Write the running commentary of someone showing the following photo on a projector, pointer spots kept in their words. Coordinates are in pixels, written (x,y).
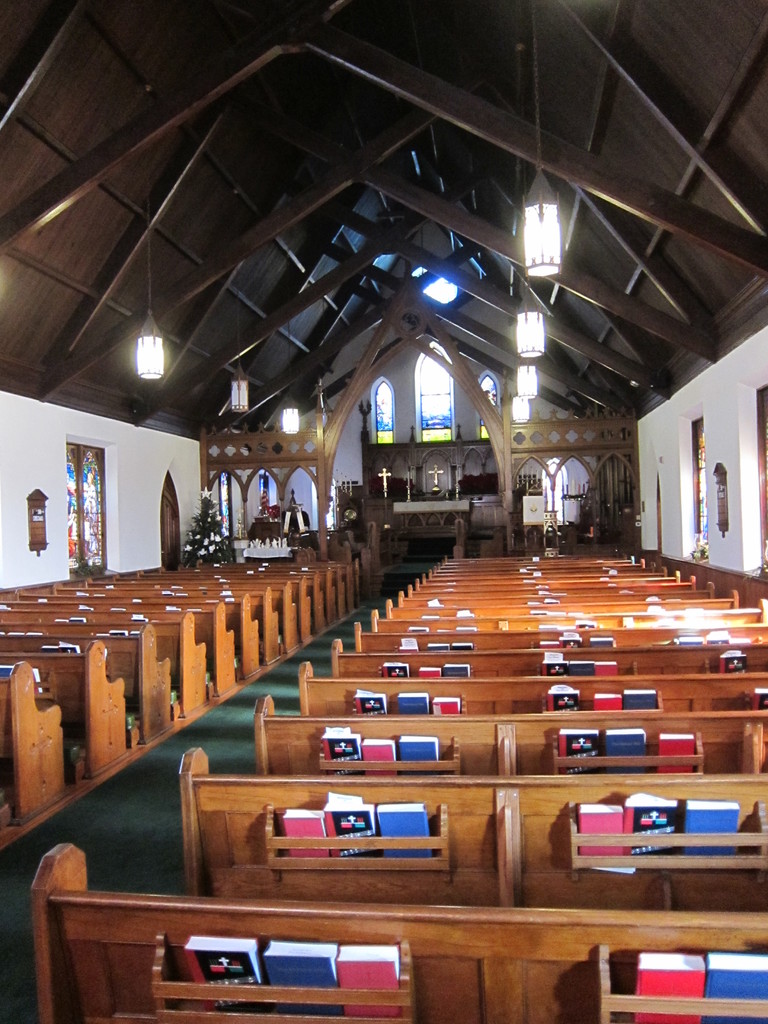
This picture is clicked inside the hall (242,554). In the foreground (355,656) we can see the wooden benches (330,581) and we can see the books (300,941). In the background (732,460) we can see the wall (675,420) and the Christmas tree (226,540) and many other objects (465,511). At the top (400,86) we can see the roof (414,209) and the lights (518,323) hanging on the roof (307,381) and we can see the windows (693,446).
